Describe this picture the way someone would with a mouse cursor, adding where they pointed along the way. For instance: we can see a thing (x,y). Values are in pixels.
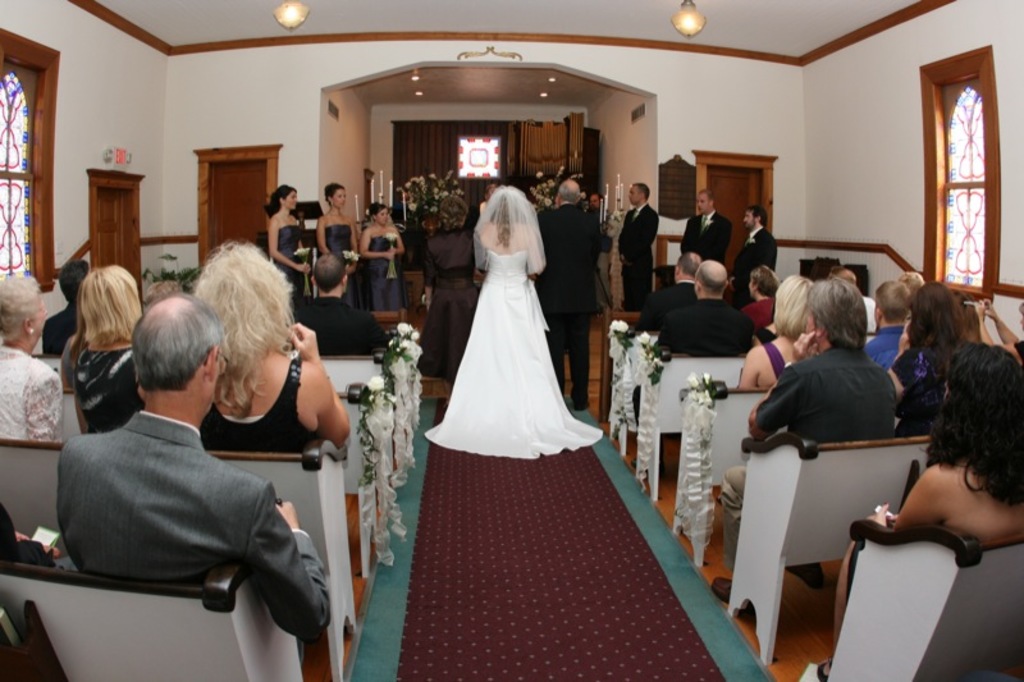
This picture is clicked inside the hall (493,546). In the foreground (840,476) we can see the group of persons (790,335) sitting on the benches (996,586). In the center (465,375) we can see a person (508,316) wearing white color gown (522,334) and seems to be walking on the ground (507,490) and we can see the group of persons (628,212) wearing suits (692,224) and standing on the floor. On the left (271,252) we can see the group of women (337,252) wearing dresses (374,276), holding bouquets (345,256) and standing. At the top (460,73) there is a roof (479,8) and the lights (691,24). In the background (436,150) we can see the curtain (451,165), flowers (433,197), candles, doors (740,175) and many other objects (416,246) and we can see the windows (10,127).
